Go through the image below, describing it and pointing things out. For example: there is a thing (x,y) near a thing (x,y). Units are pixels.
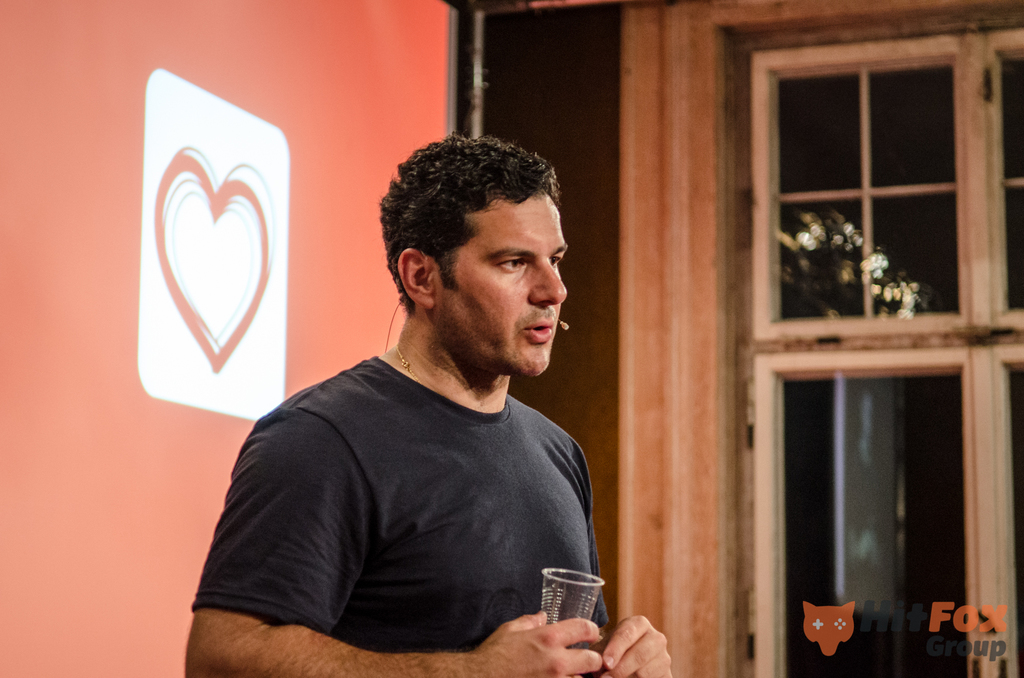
In this image I can see a person (444,561) wearing black colored t shirt (455,541) is standing and holding a glass (590,583) in his hands (572,630). In the background (352,101) I can see the screen (352,83) which is orange in color, the black colored wall (597,126) and the window (885,256) through which I can see a tree (806,239) and the dark sky (886,147).
